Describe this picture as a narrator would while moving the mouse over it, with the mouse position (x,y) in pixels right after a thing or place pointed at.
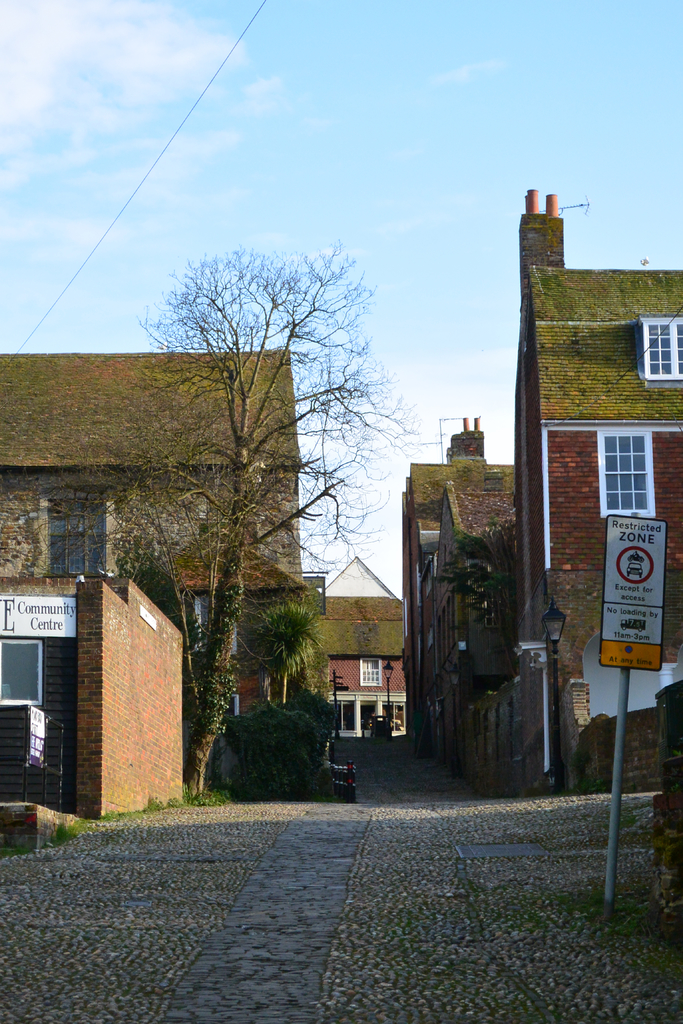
In this image I can see buildings (7,383). There are name boards (626,561), lights (549,645), trees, brick walls (426,625) and in the background (449,320) there is sky (160,256).
